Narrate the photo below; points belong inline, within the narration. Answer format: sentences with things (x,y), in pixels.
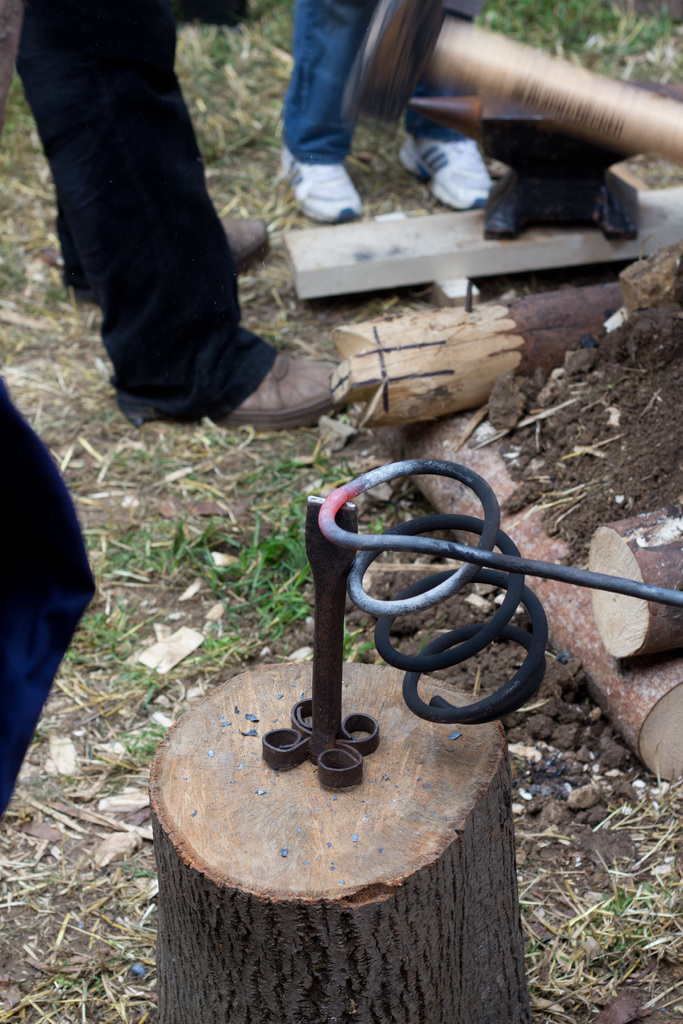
At the bottom of the image (422,738) we can see a wooden object (196,721) and we can see grass (566,2). In the middle of the image (328,562) two persons (303,5) are standing and there are some rods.
